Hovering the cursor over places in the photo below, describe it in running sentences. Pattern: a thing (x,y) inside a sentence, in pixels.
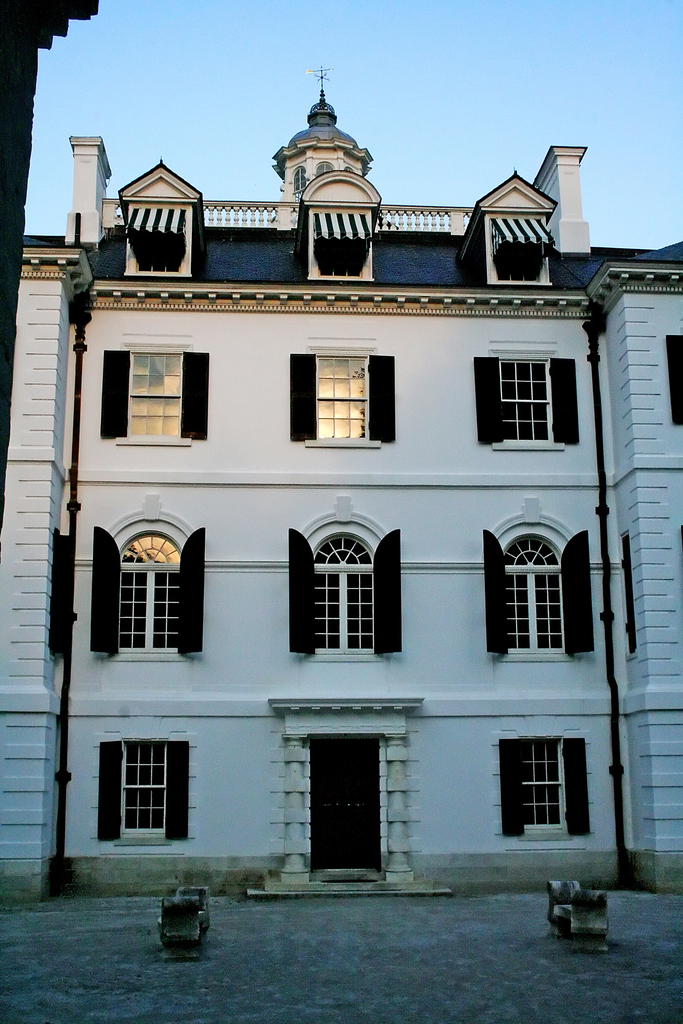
This picture is clicked outside. In the foreground (204,936) we can see the benches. In the center (295,390) we can see a building (396,373) and we can see the windows (153,758) and the door (372,763) of the building (116,719). In the background (415,57) we can see the sky (233,113).
